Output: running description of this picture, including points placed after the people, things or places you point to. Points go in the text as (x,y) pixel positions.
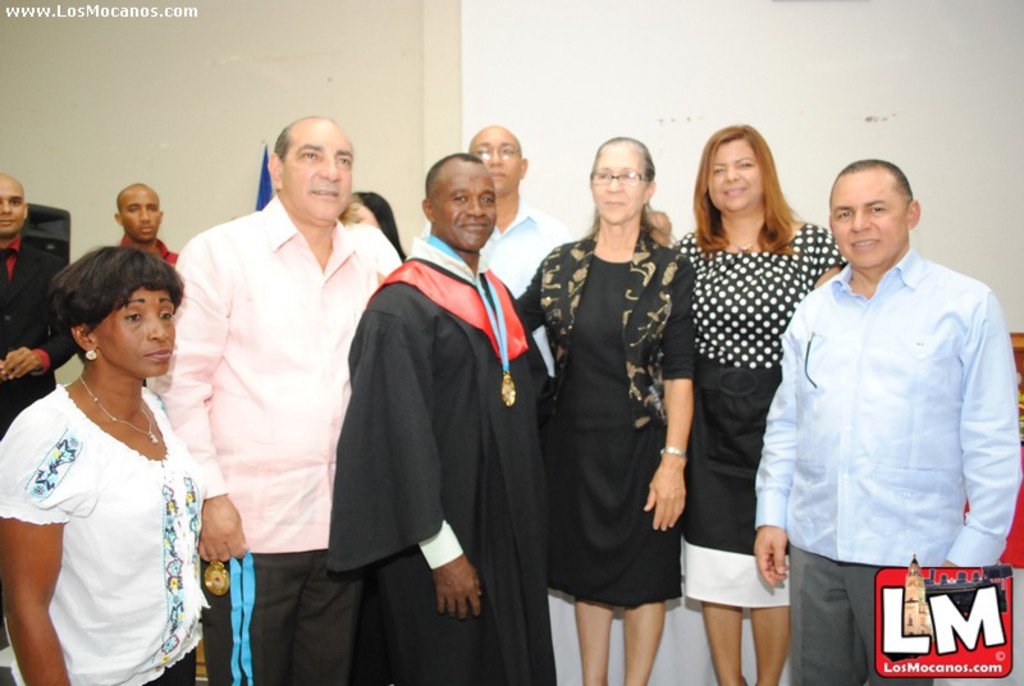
In this image we can see a few people (514,293), one of them is holding a medal (238,643), also we can see the wall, and there are text (936,619) on the image.
